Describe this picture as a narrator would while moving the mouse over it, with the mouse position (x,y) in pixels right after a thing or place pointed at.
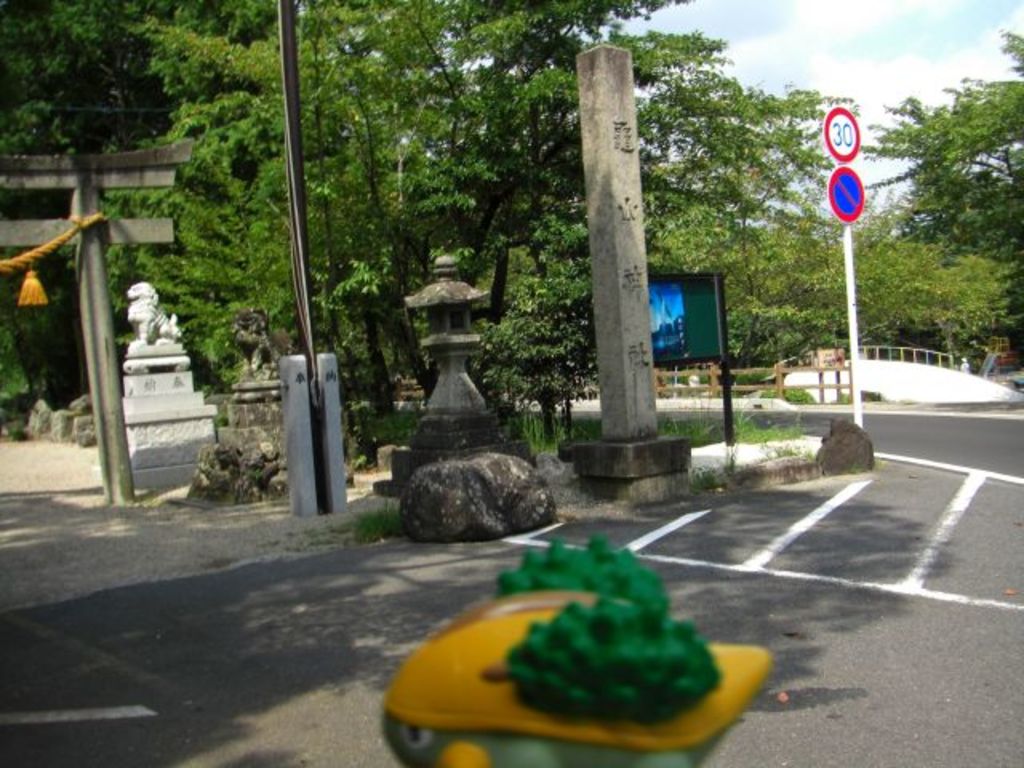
In the image we can see there are many trees (837,247) and poles (629,235). We can even see a road (371,578) and white lines (946,594) on the road (927,562). Here we can see a sculpture (154,322), white in color. There is even a board (660,294), we can even see grass (716,438) and cloudy pale blue sky (866,57). There are many stones (497,464) around.
